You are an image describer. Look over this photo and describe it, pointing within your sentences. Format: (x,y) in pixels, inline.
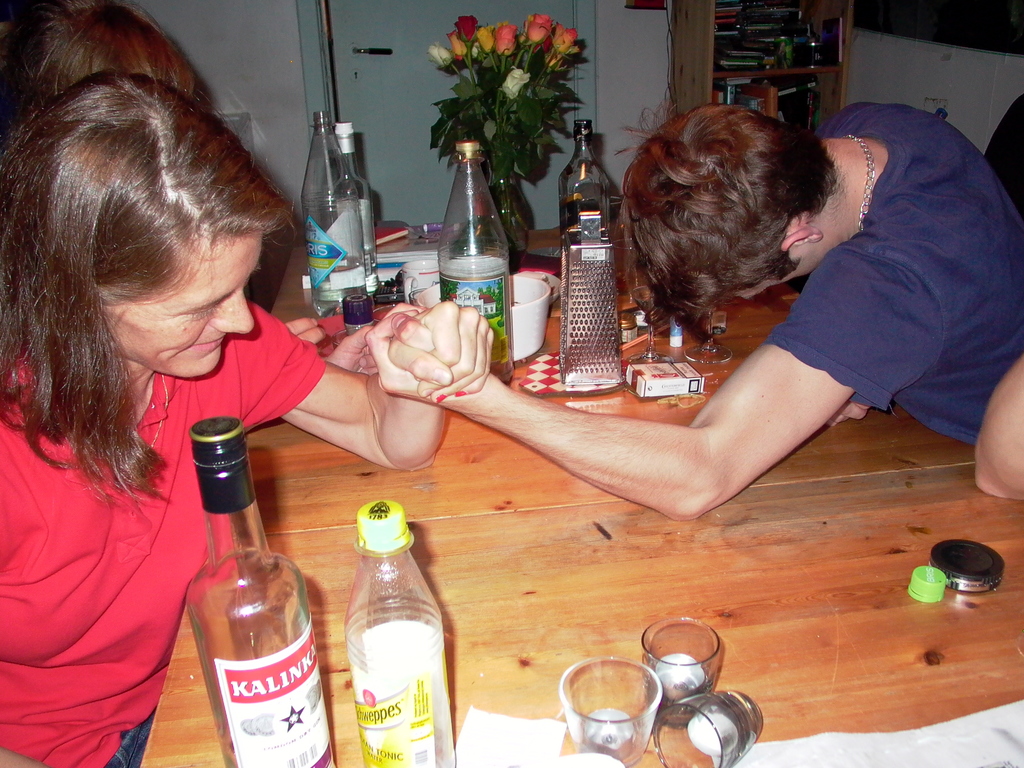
In this image i can see a woman (243,342) and a man (488,399) holding their hands (471,388). I can see a table (535,653) on which there are few objects (717,737), bottles (308,705) and a flower pot (521,152). In the background (895,68) i can see a wall (917,67), a shelf (782,92) and a door (411,41).
